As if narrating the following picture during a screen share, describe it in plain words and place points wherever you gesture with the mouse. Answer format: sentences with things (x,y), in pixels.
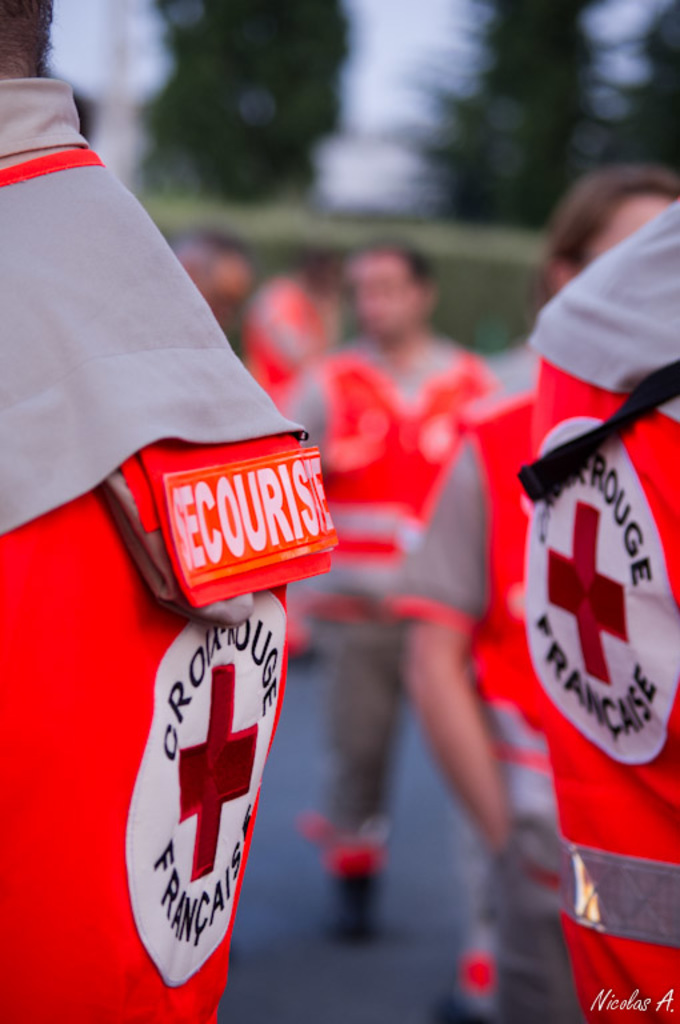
In this image we can see people (305,386) wearing orange color uniform (499,469). In the background of the image (209,74) there are trees (219,76).
